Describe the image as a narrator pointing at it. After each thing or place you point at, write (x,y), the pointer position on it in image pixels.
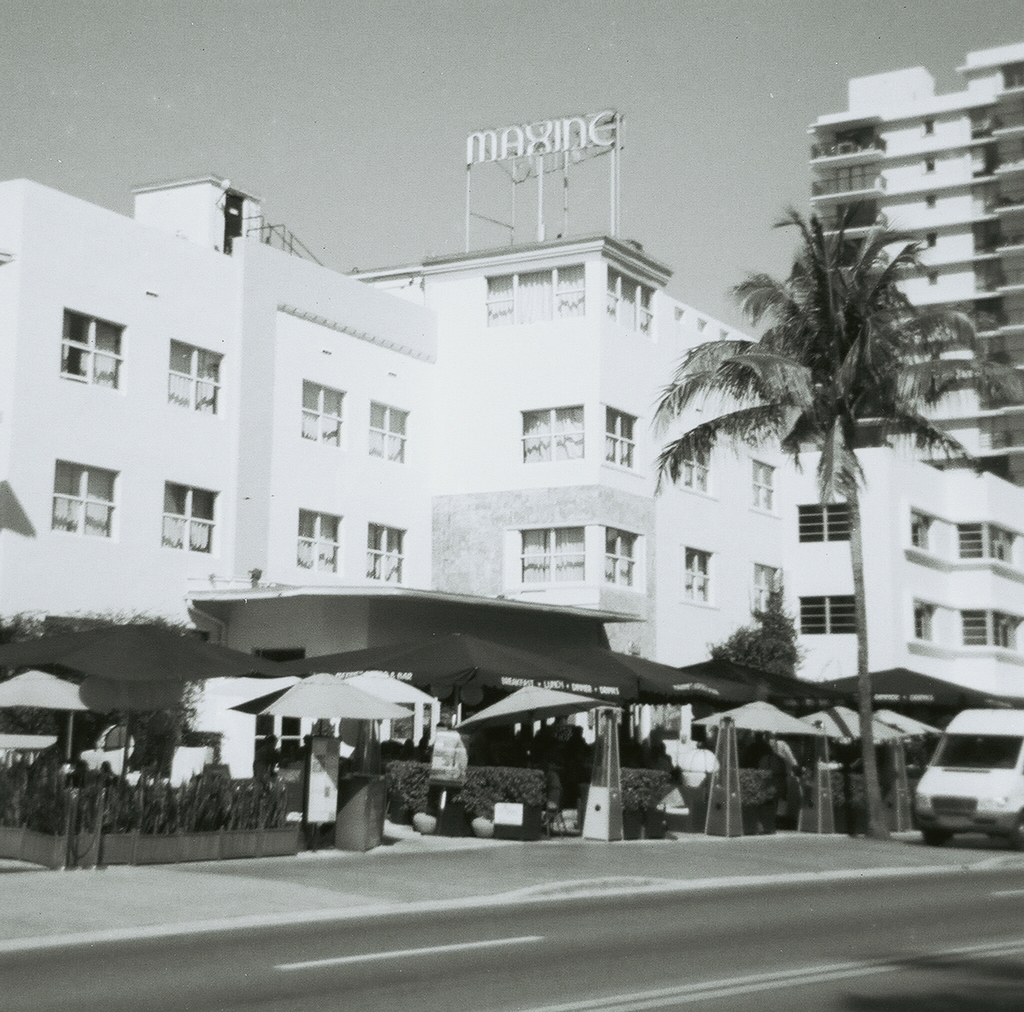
In this image, we can see so many buildings (698,594), windows (570,459), trees (909,375), plants (33,778), umbrellas (581,668). At the bottom (649,983), there is a road (577,983). Right side of the image (985,790), we can see a vehicle (993,807). Top of the image (742,119), there is a sky (730,108).
